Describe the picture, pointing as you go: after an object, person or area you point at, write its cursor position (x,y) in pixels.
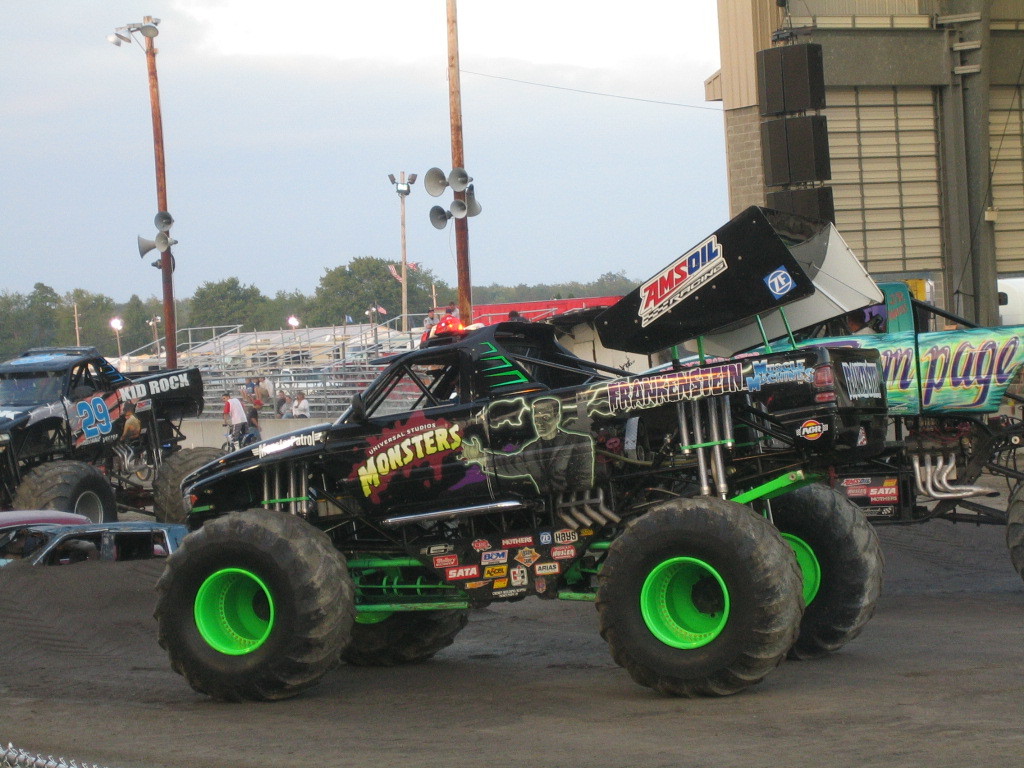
As we can see in the image there are vehicles (370,534), fence (327,395), buildings (972,222), lights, trees (232,302) and sky (293,132).
